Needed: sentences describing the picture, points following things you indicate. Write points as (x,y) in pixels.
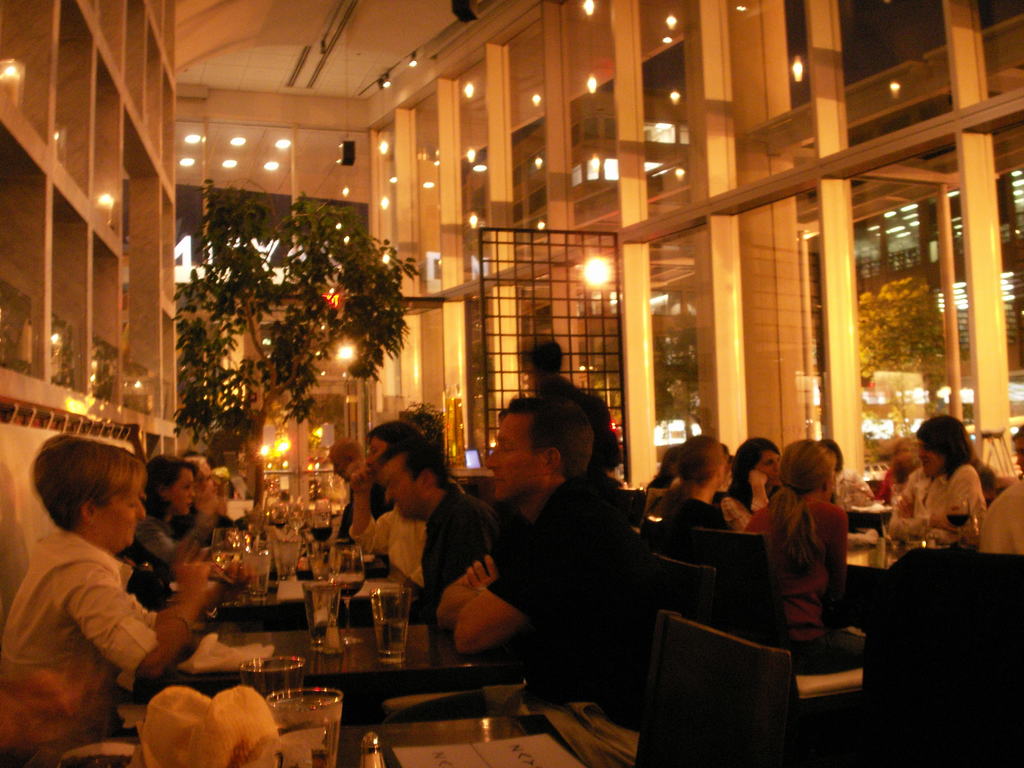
In this image I can see the group of people (457,549) sitting on the chairs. I can see the table (339,662) in-front of these people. On the table (420,672) there are glasses (351,584). In the background (262,392) I can see the plant (213,405) and many lights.
